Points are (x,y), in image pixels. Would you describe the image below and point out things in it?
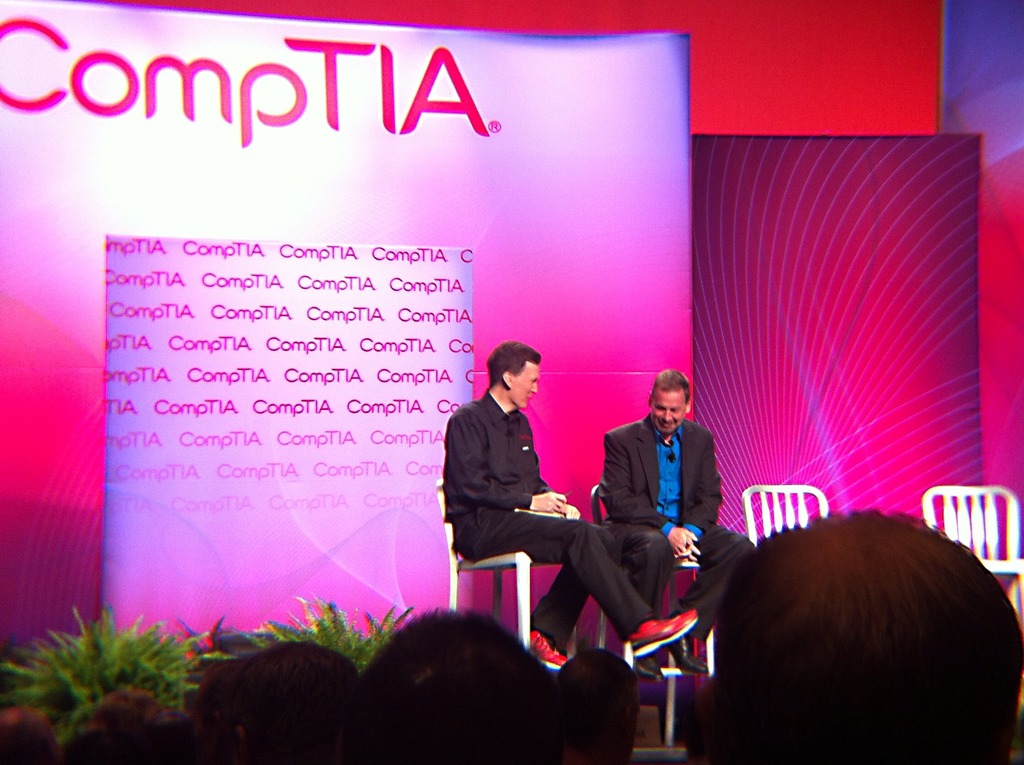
In this image we can see there are two persons (585,547) sitting on the chair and holding an object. At the back (540,164) we can see there is a screen (495,221) with text (413,402). And we can see there are few people (802,647) and plants (139,666).
